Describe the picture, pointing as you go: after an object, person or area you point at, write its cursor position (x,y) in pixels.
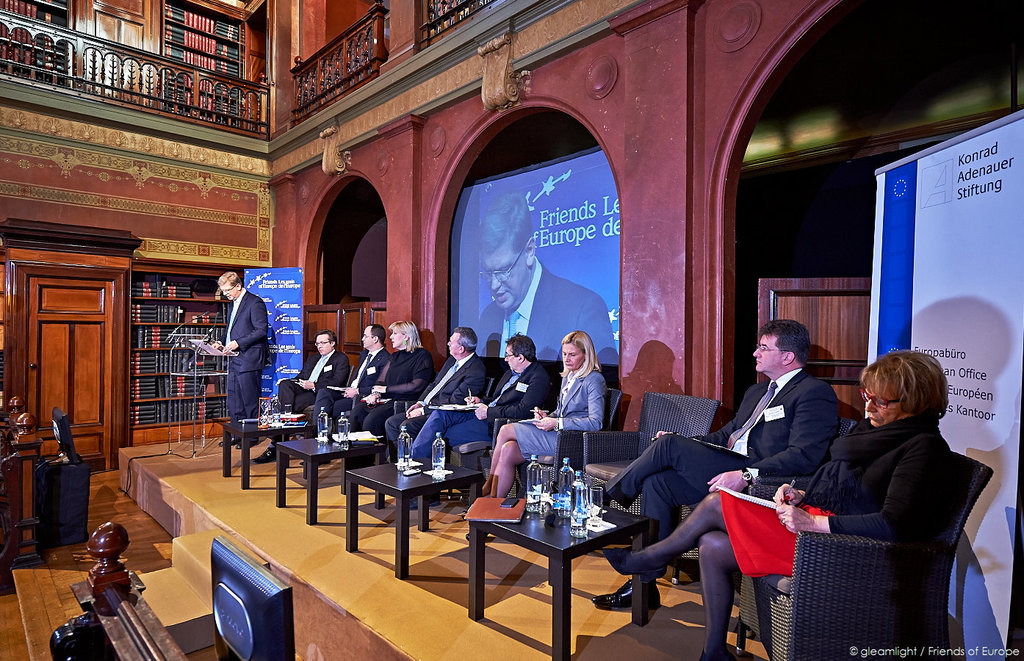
In this image we can see few people (476,419) are sitting on chair (853,566) on the stage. This man (262,330) standing near the podium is speaking in front of the everyone. we can see few water bottles (582,529) are placed on the top of the table (519,522). this is the projector screen (577,253). This is the banner (994,276) or poster (992,289). This is the bookshelf (163,352).
